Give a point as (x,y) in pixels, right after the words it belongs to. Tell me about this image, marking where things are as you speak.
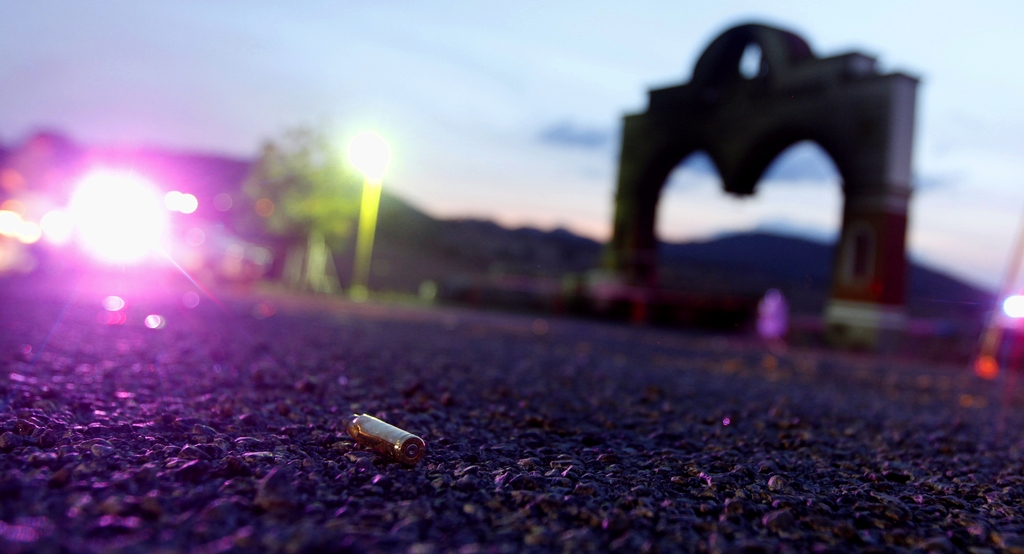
In this image there is a bullet casing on the road (710,432). On the right side of the image (903,117) there is an arch (908,195). There are lights (137,202). There are trees (264,217). In the background of the image (474,248) there are mountains (676,244) and sky (474,95).
